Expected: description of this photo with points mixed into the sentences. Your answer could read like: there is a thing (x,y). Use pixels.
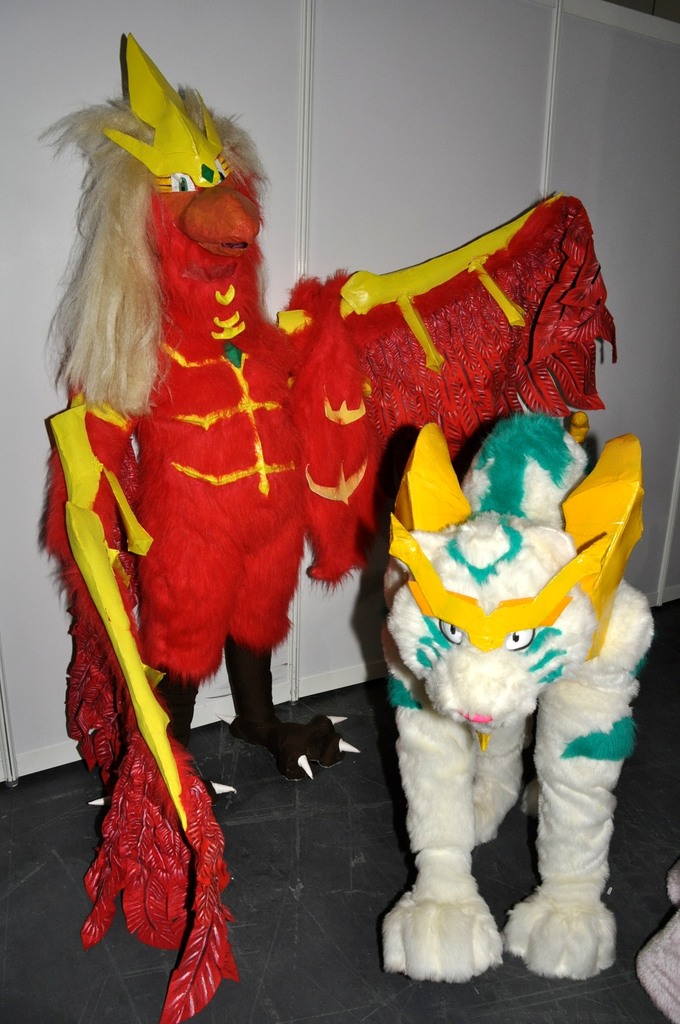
In the center of the image (319,535) we can see the costumes (394,663). In the background of the image (6,627) we can see the wall (5,69). At the bottom of the image (358,877) we can see the floor (409,1000).
